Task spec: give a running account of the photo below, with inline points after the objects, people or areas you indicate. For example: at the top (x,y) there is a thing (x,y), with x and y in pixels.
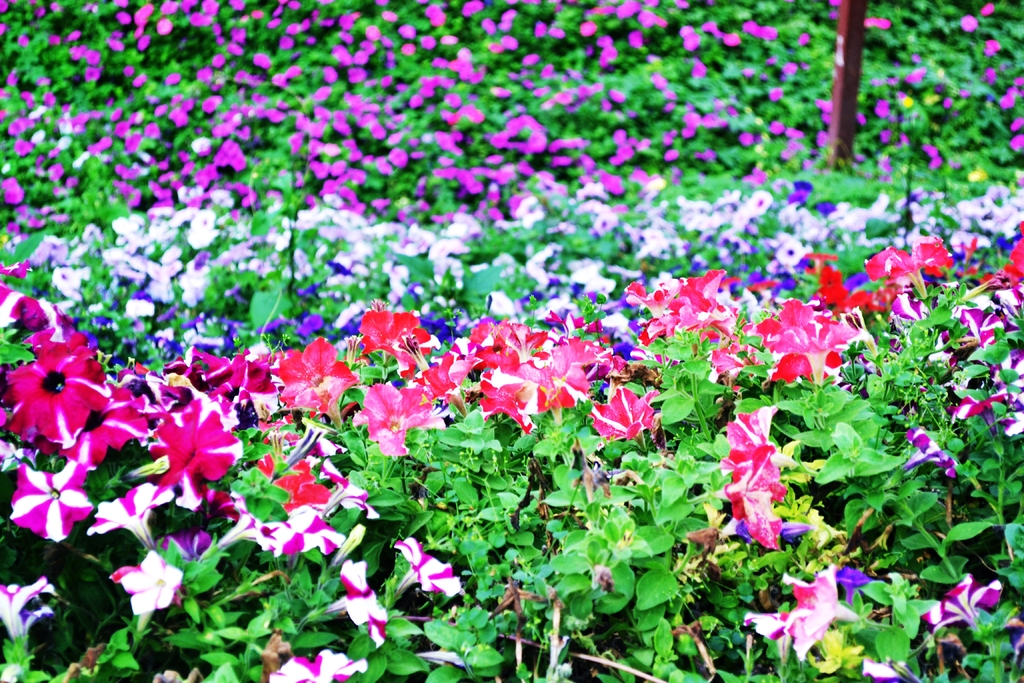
At the bottom of this image (469,456), there are plants (488,482) having flowers (657,294) and green color leaves (565,486). In the background (779,152), there are a pole (843,116) and plants (821,106) which are having flowers (829,123) and leaves (123,69).
